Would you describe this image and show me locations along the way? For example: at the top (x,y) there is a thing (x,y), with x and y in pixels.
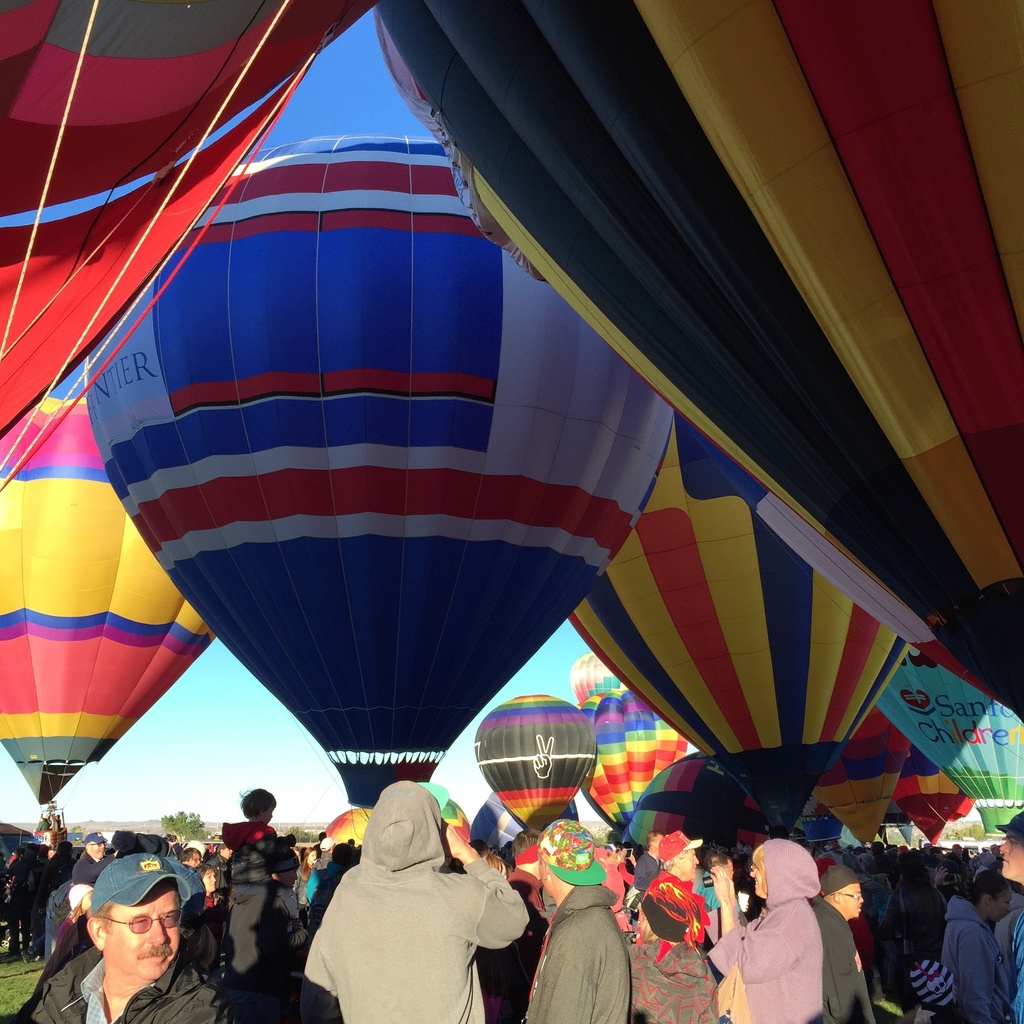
In this image I can see few hot air balloons (485,342). They are in different color. I can see few people (735,866). Back I can see trees (175,828). The sky (181,777) is in blue and white color.
